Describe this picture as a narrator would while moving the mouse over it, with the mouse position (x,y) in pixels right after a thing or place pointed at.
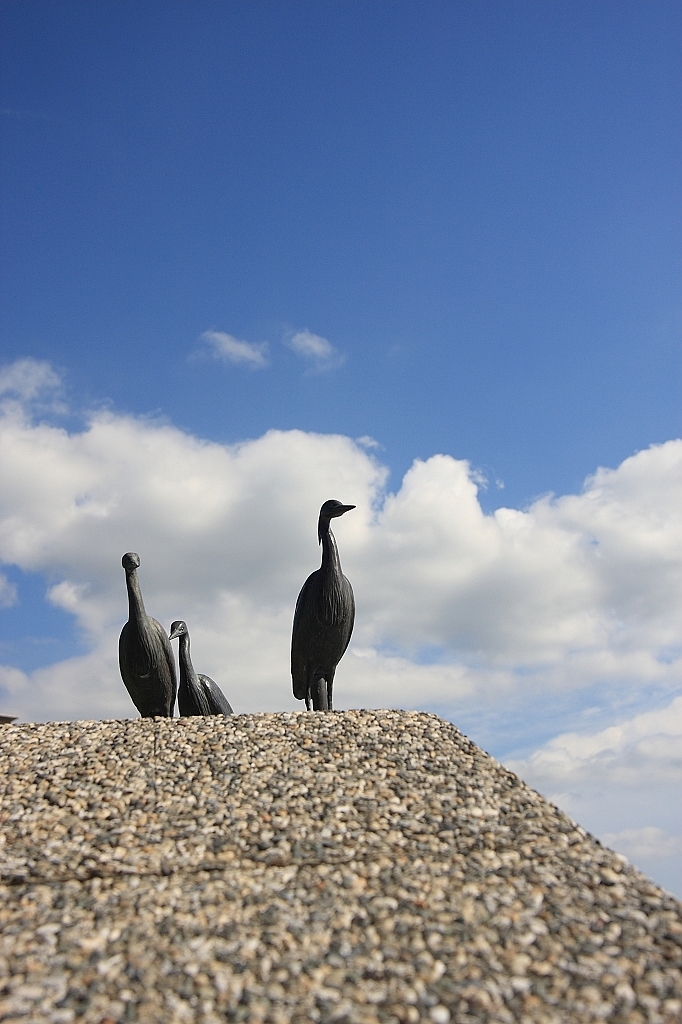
In this picture we can see the birds (137,622) standing on the ground (340,726). At the bottom (303,833) we can see pebbles (397,993). At the top (496,218) we can see sky (347,169) and clouds (260,461).
